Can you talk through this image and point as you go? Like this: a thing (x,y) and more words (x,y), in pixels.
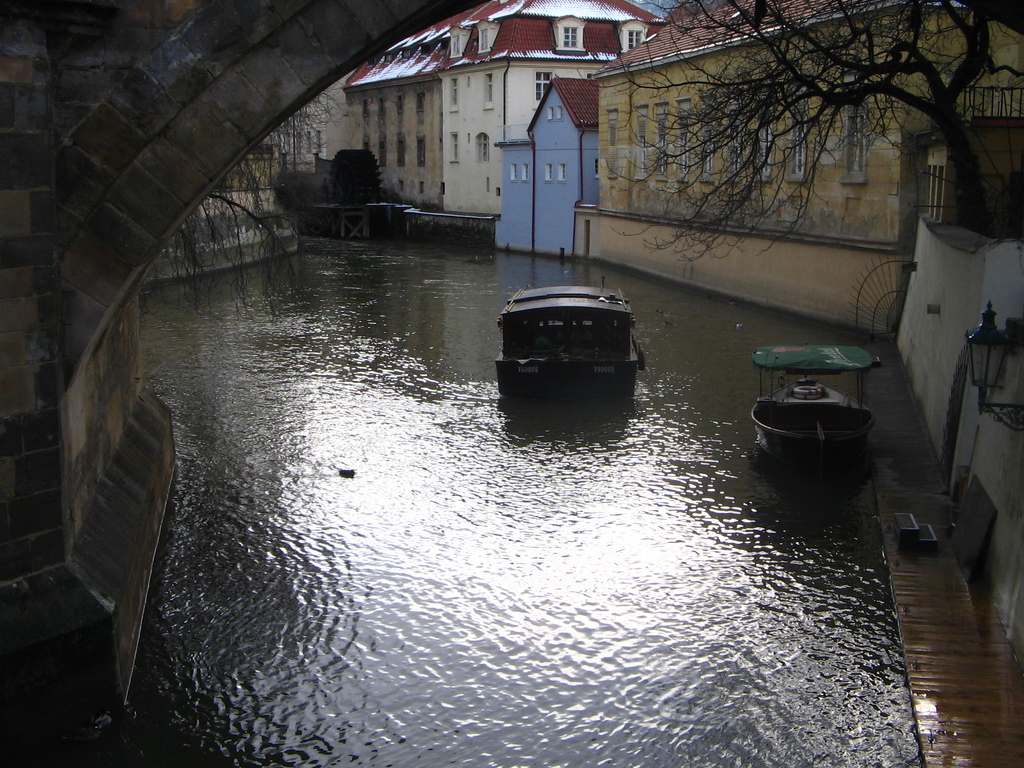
In this image I can see the water (553,532), few boats (616,316) on the surface of the water (485,281), the bridge (92,99) and a tree (944,103). I can see a lamp (981,408), few buildings (663,168) and few windows (663,168) of the buildings (526,111).
